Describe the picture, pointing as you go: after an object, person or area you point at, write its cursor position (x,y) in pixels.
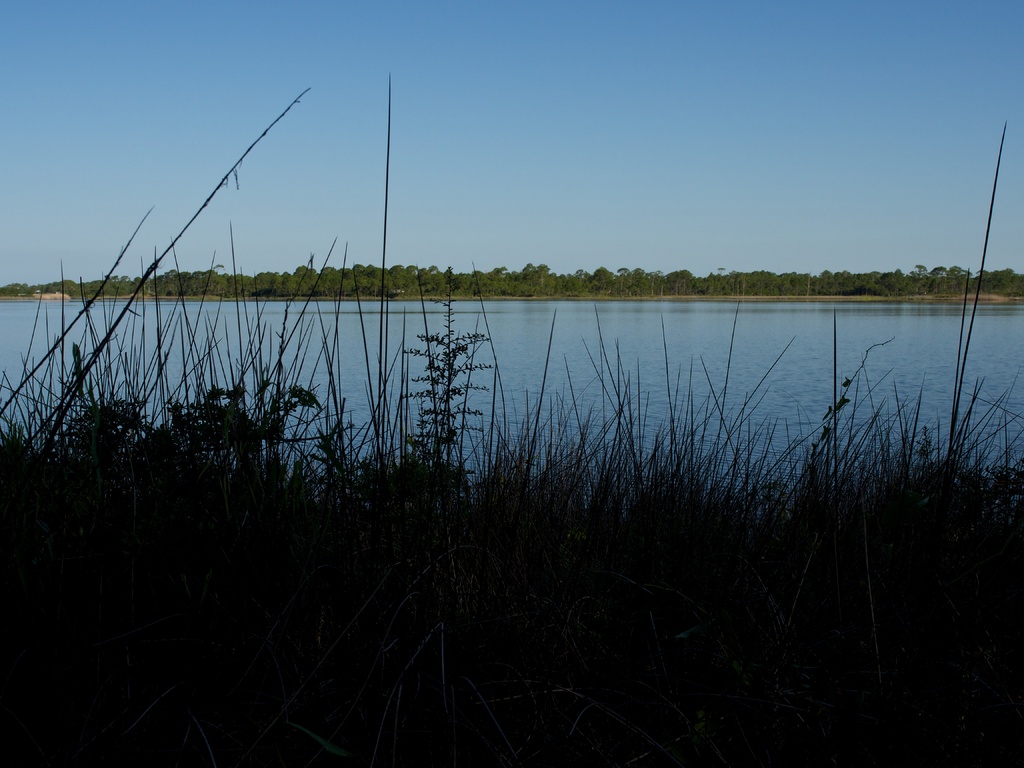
This is a picture of a lake (697,382). Far there are trees (464,285) in green color. Sky (454,252) is in blue color. Water (844,349) looks fresh. These are plants (552,515).
